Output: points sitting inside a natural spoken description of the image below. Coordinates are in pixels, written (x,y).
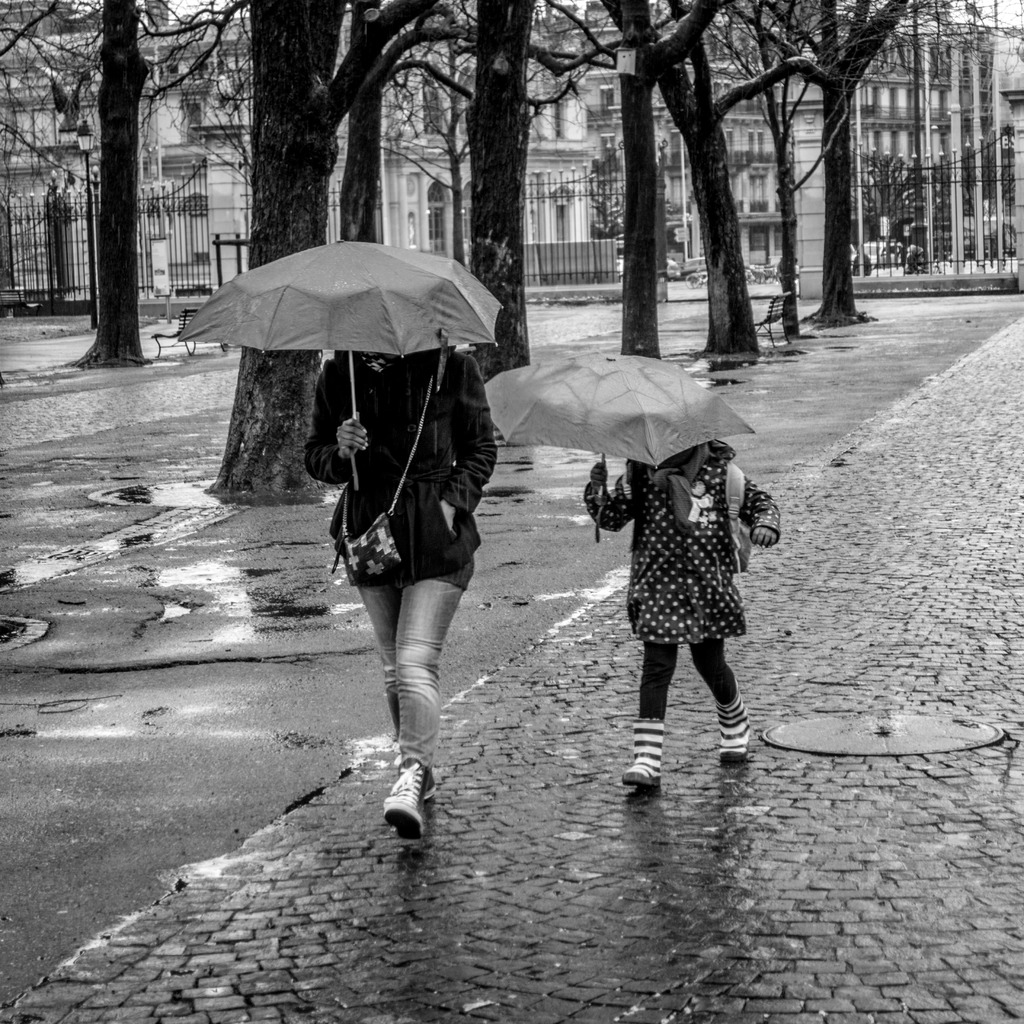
There is one woman (479,482) and a kid (654,534) are holding umbrellas (309,321) as we can see in the middle of this image (581,371). We can see trees (458,207) and buildings (155,119) in the background (335,115).
